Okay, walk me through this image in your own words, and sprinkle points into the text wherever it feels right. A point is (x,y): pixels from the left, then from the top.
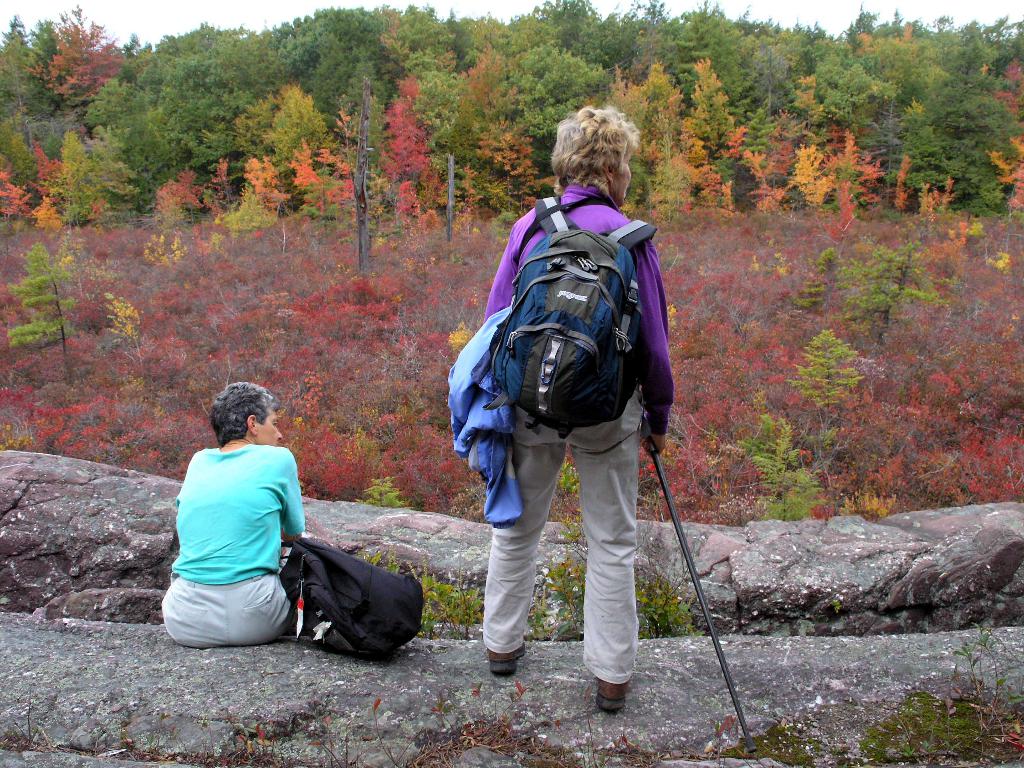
In this picture we can see two persons (593,632) in the middle (649,273). He is standing and she is sitting on the rock (255,664). These are the backpacks (574,340). On the background (346,163) we can see some trees (812,124). And this is the sky (135,17).
